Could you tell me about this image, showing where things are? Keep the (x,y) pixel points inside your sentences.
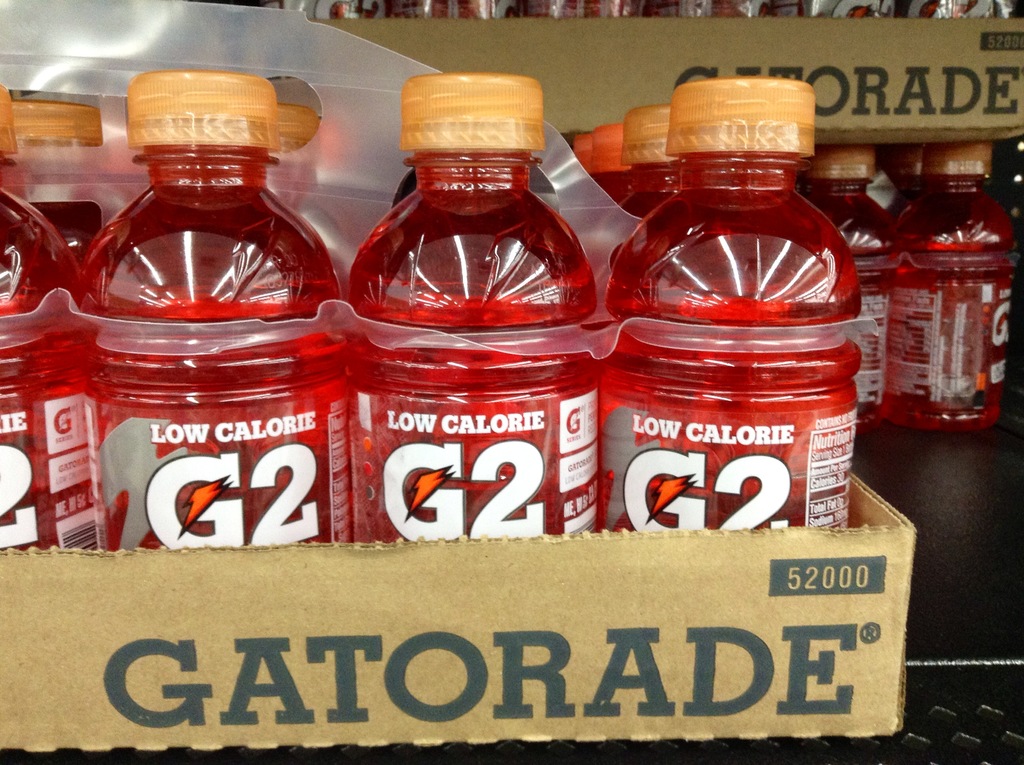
All over the picture there are packaged drinking bottles (425,464). In the foreground (116,673) on the pack (494,665) GATORADE is written.
